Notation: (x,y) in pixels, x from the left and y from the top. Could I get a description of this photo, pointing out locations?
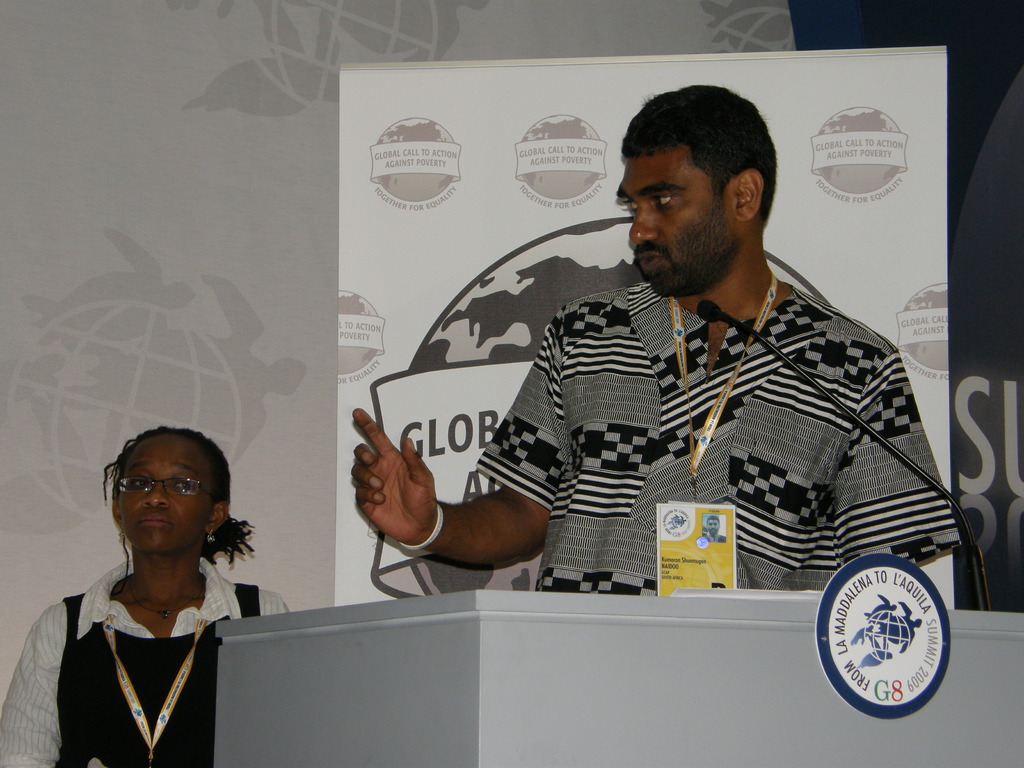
In this image I can see a woman (156,589), man (657,472), podium (654,646), board (949,654), mic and banners (414,140). A woman (170,566) and man (684,380) wore ID cards (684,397). In-front of the man (640,243) there is a podium (539,635) along with board (883,709) and mic (712,308).
